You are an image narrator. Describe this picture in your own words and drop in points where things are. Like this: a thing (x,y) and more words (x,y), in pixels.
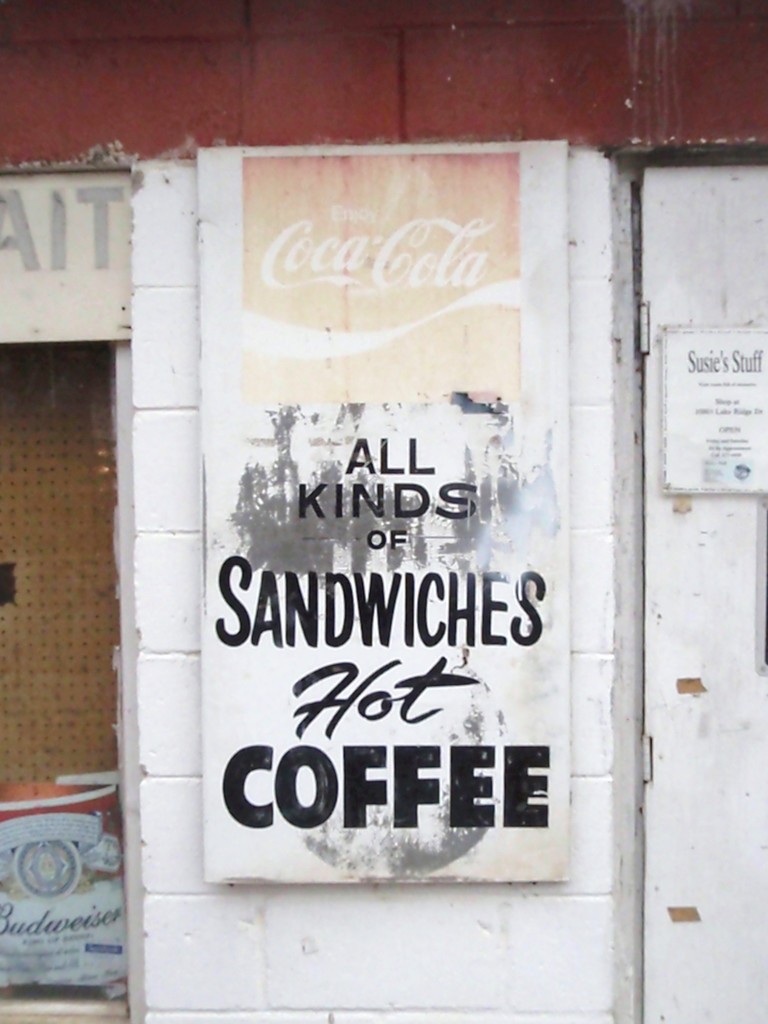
In this picture we can see a wall (539,923) there is a board (496,871) pasted on the wall (515,958), on the right side (704,643) there is a door (704,643), we can see a paper (716,478) pasted on the door (697,591).
